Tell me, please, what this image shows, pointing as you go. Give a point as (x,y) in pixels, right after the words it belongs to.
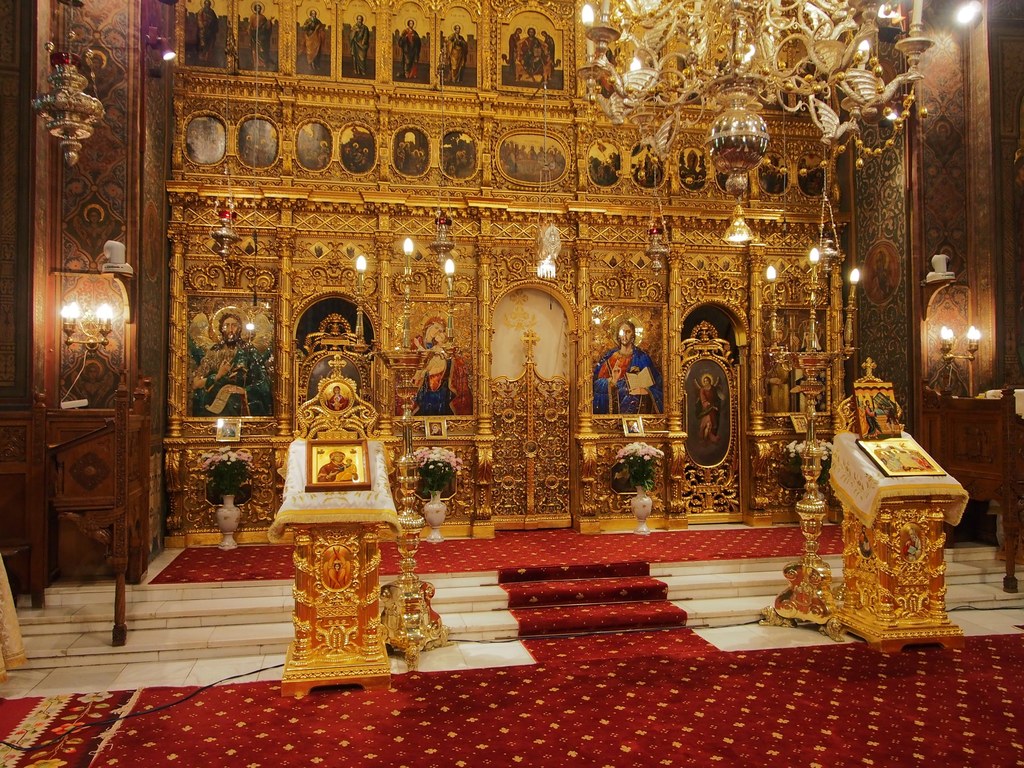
This picture shows inner view of a building (466,128) and we see carpet (543,629) on the floor (659,569) and a chandelier light (737,230) and we see photos (638,422) and flower pots (639,485) on the floor (739,529) and we see lights (812,514) around.
